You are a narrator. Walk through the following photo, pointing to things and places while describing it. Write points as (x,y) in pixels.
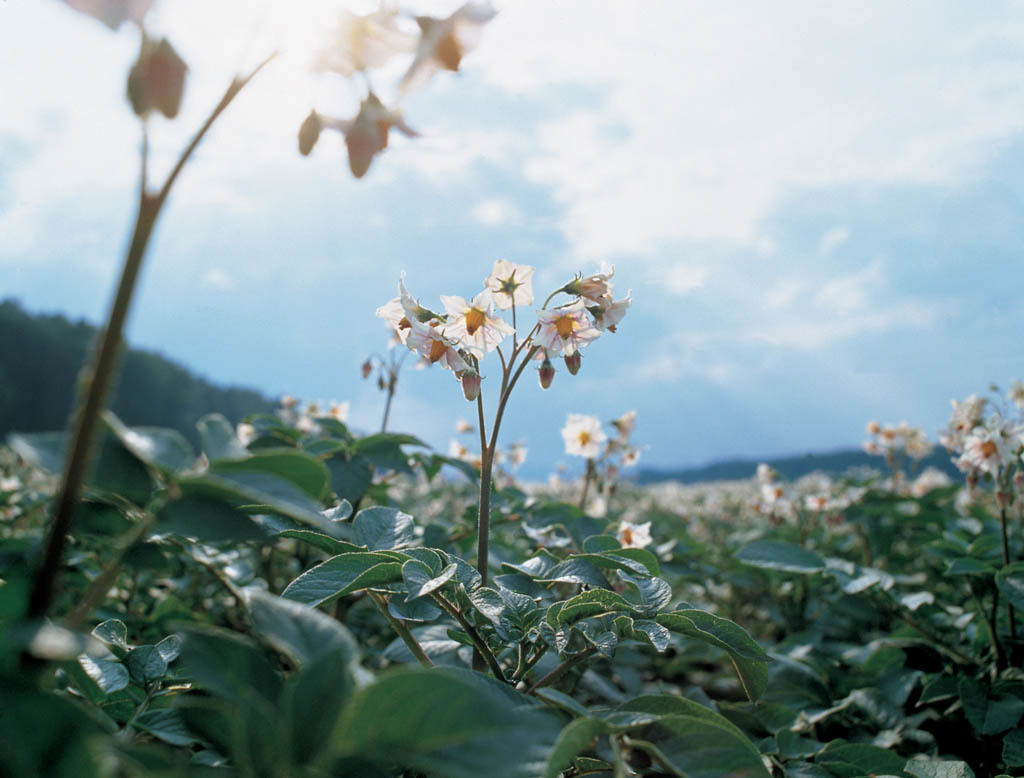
In this image we can see leaves (303,590), stems (76,607), flowers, and buds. There is a blur background (10,139) and we can see sky (626,285) with clouds (265,207).
